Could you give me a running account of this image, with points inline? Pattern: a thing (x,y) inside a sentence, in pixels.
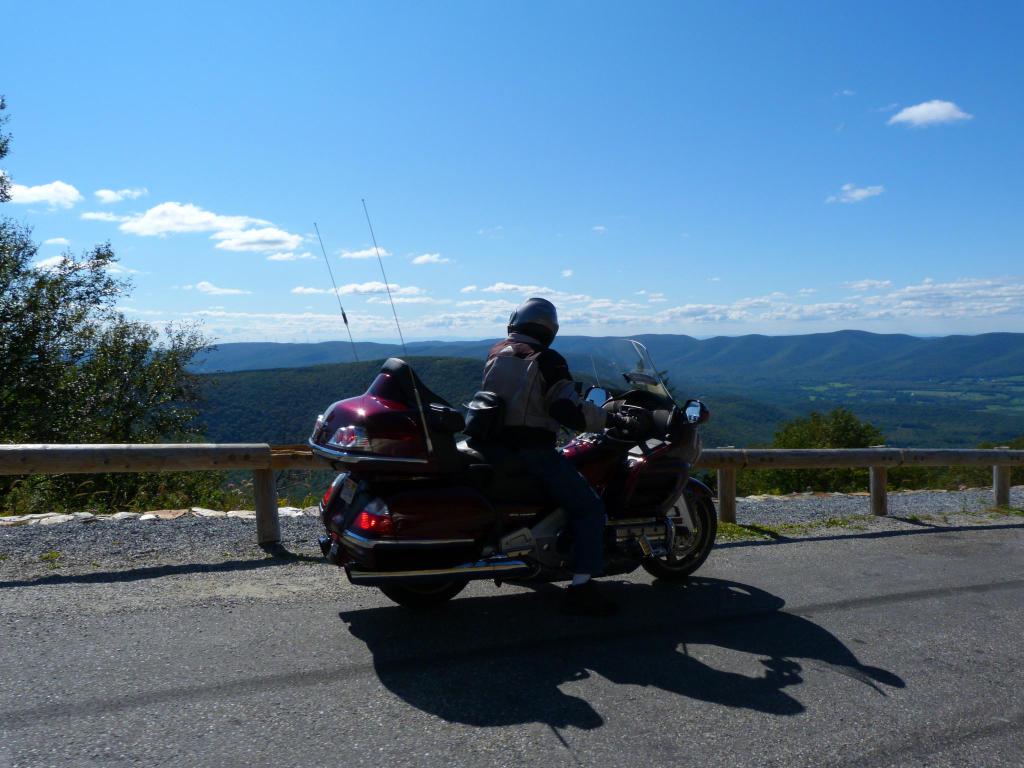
a person (507,389) is riding a vehicle (654,507) on the road (483,669). behind him there are trees (74,370) and mountains (272,345) and few clouds (190,219) in the sky (365,264).
